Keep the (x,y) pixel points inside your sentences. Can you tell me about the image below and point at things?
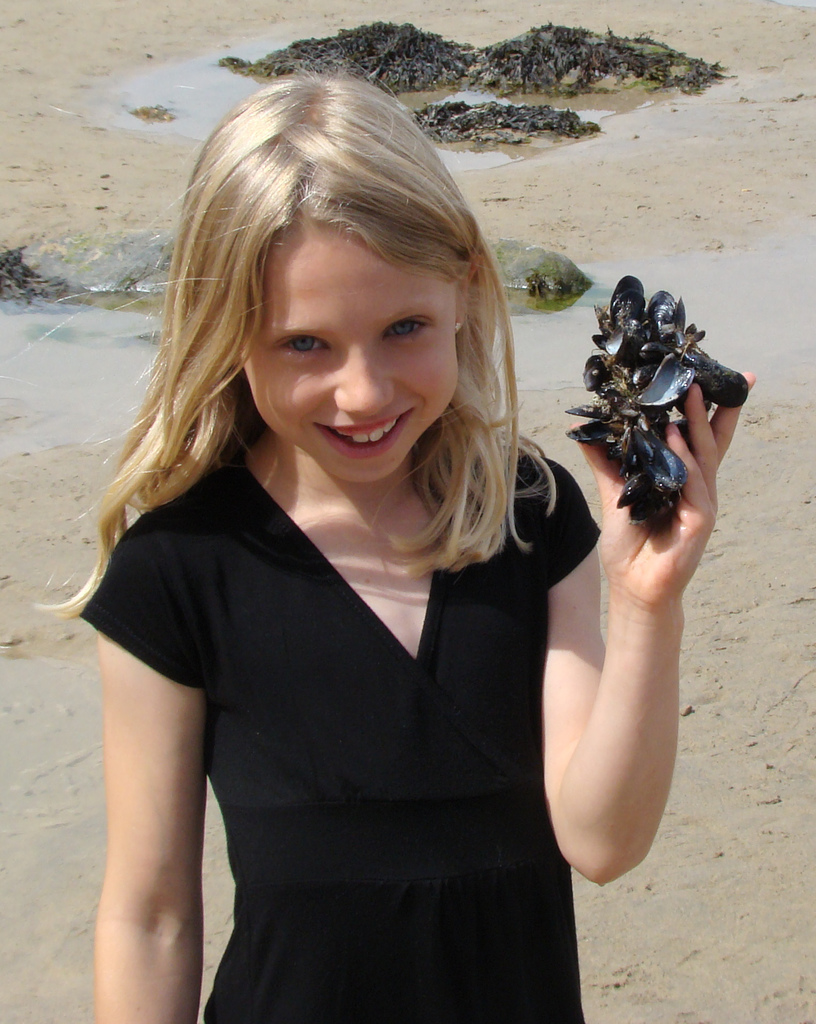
Here in this picture we can see a child (286,542) standing on the ground (224,858) and she is holding something in her hand (704,497) and smiling and behind her we can see water (87,413) present at some places.
